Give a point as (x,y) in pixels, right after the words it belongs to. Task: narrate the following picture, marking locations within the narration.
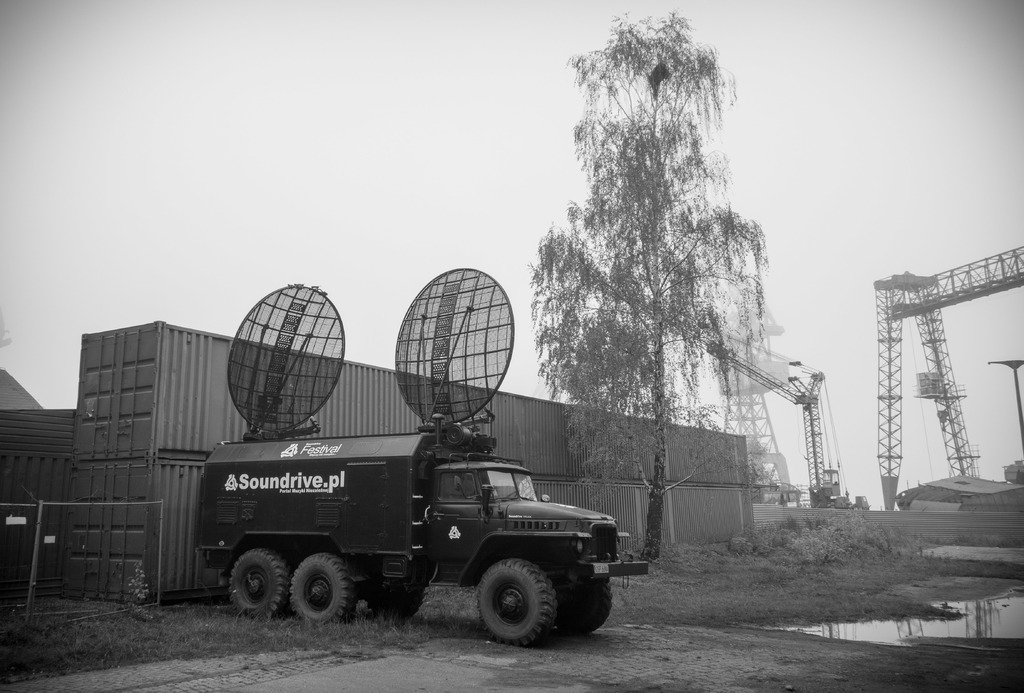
In this black and white image, we can see containers (170,418). There is a tree (639,208) in the middle of the image (637,388). There is a vehicle (500,581) at the bottom of the image (500,594). There is a crane (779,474) and tower (933,334) on the right side of the image (937,384). There is a pond (887,632) in the bottom right of the image (998,632). At the top of the image (444,39), we can see the sky (539,48).
